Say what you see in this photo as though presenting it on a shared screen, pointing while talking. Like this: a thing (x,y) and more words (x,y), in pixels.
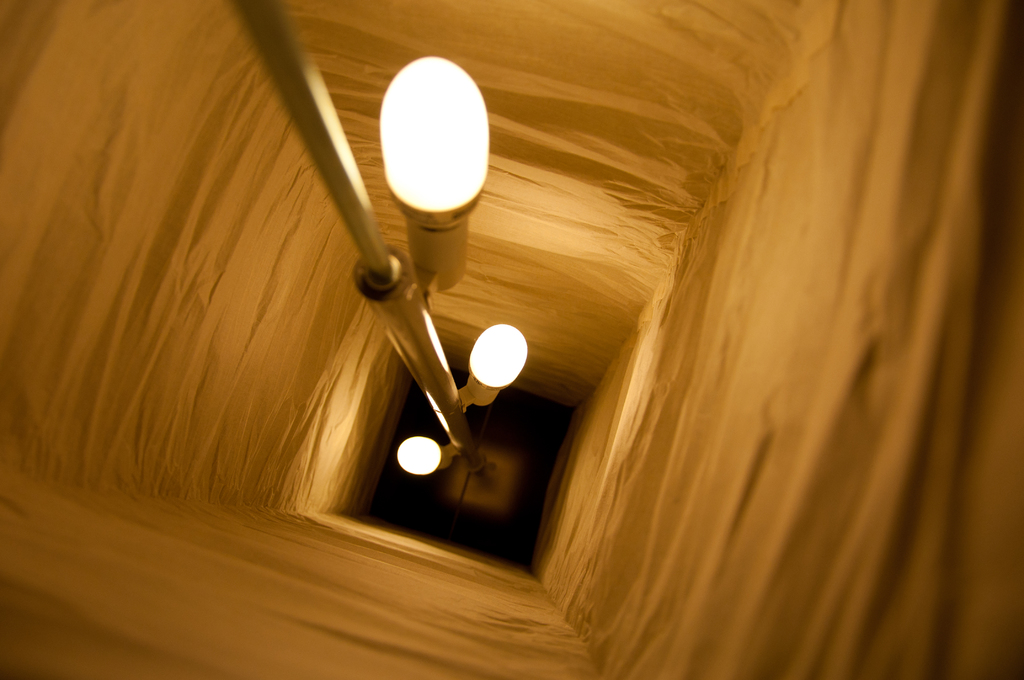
In this picture I can see the pole (443,423) and some lights (467,194), beside that I can see the wall (208,285).
